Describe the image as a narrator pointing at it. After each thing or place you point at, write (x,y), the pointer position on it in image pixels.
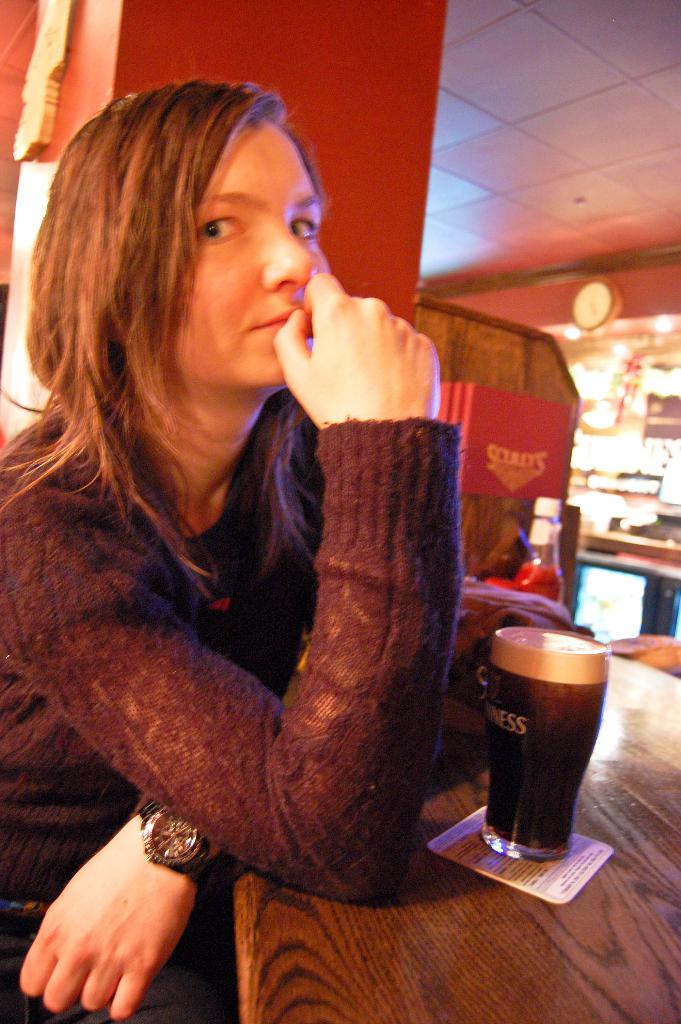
On the left (118,705) there is a woman (169,701) in a purple sweater (246,722) sitting. On the right (550,941) there is a table (539,943), on the table (629,887) there is a drink (547,707). In the background (181,24) there are wall (557,309), clock (597,305), table (646,547) and other objects (546,421).
